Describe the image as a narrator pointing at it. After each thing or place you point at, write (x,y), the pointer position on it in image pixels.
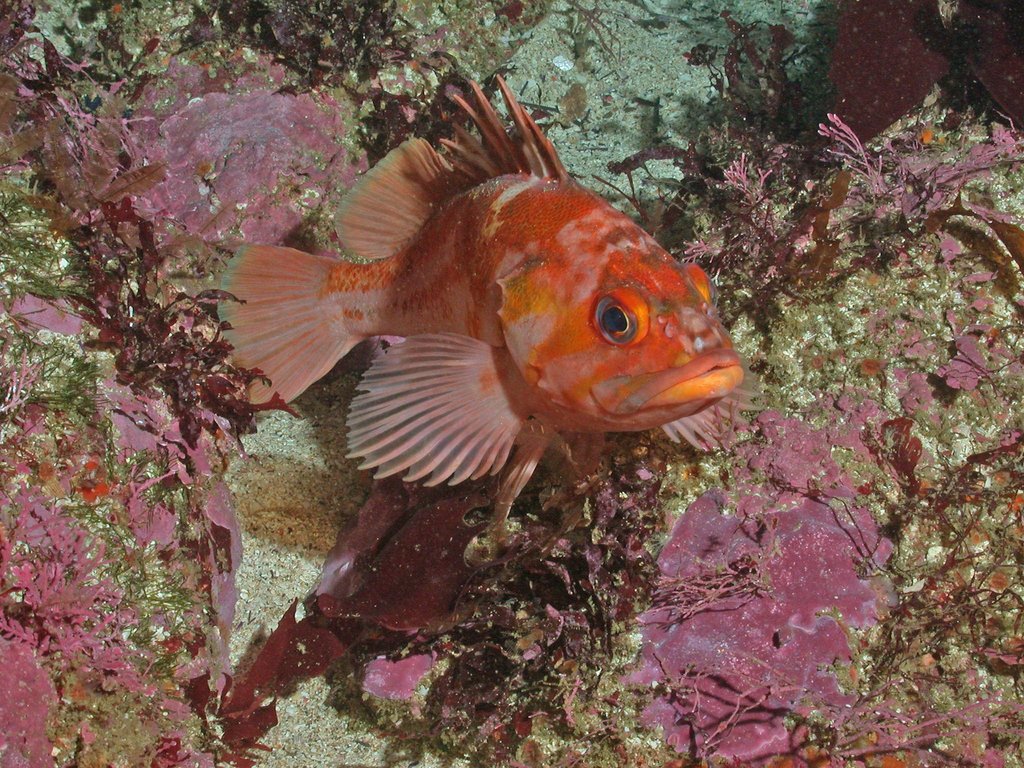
In this image there is a small fish (478,295) in the middle (467,305). In the background (733,584) there are some aquatic plants (169,463).
